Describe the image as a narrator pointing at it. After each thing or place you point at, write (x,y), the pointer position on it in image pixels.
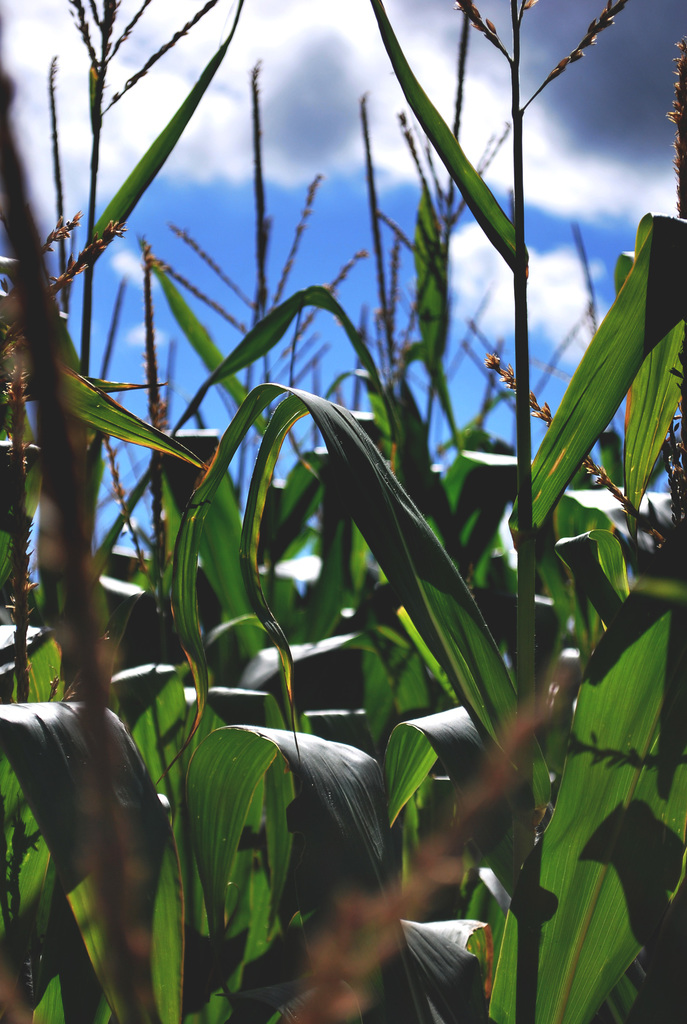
In this picture we can see few plants (304,621), in the background (349,81) we can find clouds (363,141).
